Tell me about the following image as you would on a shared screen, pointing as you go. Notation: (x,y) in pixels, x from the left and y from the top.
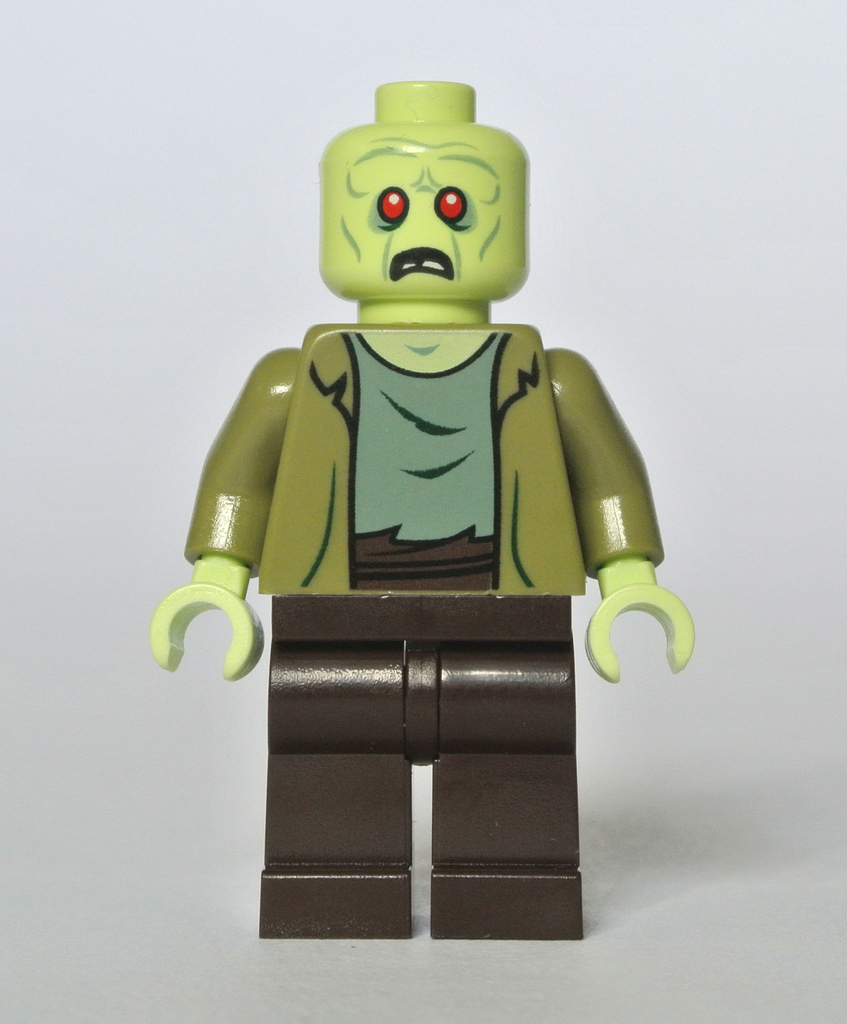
In this image we can see a toy (415,465) and the background (699,67) is white.
